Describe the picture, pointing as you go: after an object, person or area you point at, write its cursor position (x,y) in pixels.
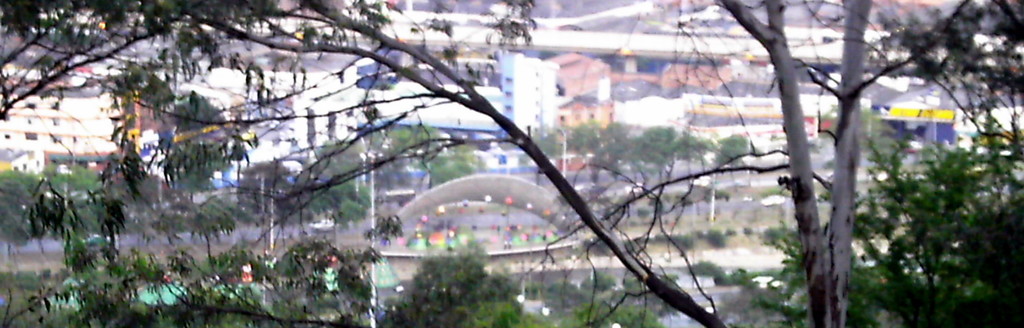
In the foreground of the picture (371,120) there are trees (247,156). The background (700,118) is blurred. In the background (556,107) there are buildings (327,103), trees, poles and other objects (456,231).
